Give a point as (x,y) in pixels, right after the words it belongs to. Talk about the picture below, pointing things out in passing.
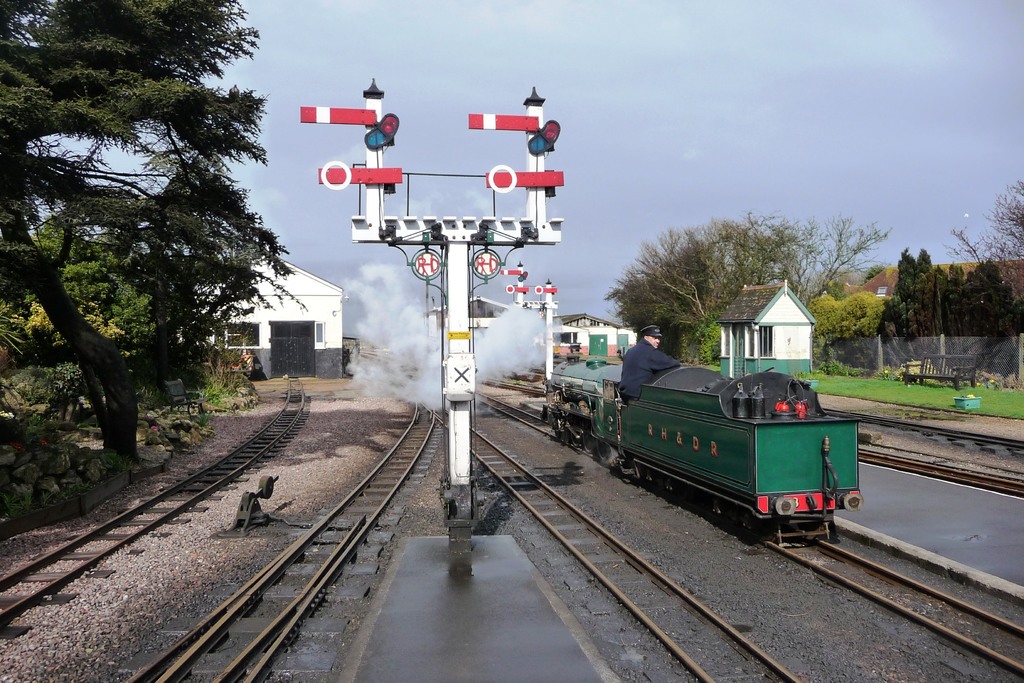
In this image we can see the signal poles (336,172), train (618,419) moving on the railway track (934,586), a few more railway tracks (175,486), smoke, a person (646,362) here, houses (593,343), trees (1022,313), wooden bench (936,359), fence (995,344) and the sky (482,77) in the background (523,207).
